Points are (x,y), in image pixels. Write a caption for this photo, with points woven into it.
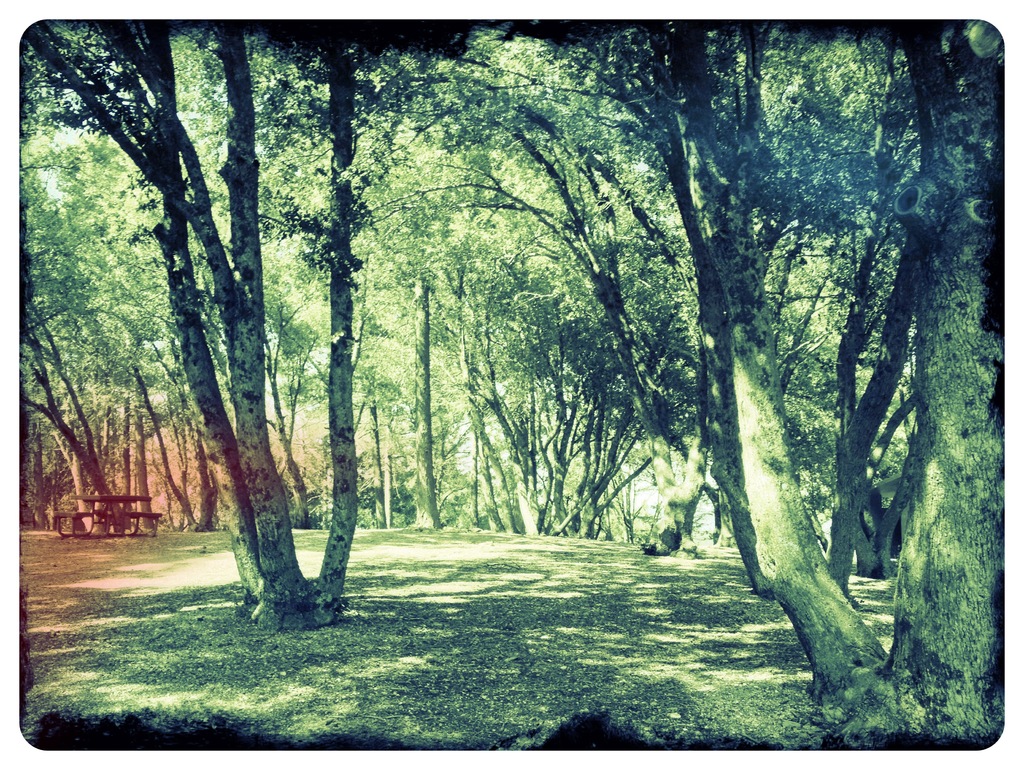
This image is an edited image. This image is taken outdoors. At the bottom of the image (419,601) there is a ground (433,614). In the middle of the image (477,496) there are many trees (599,497) with leaves (764,161), stems (946,689) and branches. There are two benches (155,516) and there is a table (128,511) on the ground (120,560).
